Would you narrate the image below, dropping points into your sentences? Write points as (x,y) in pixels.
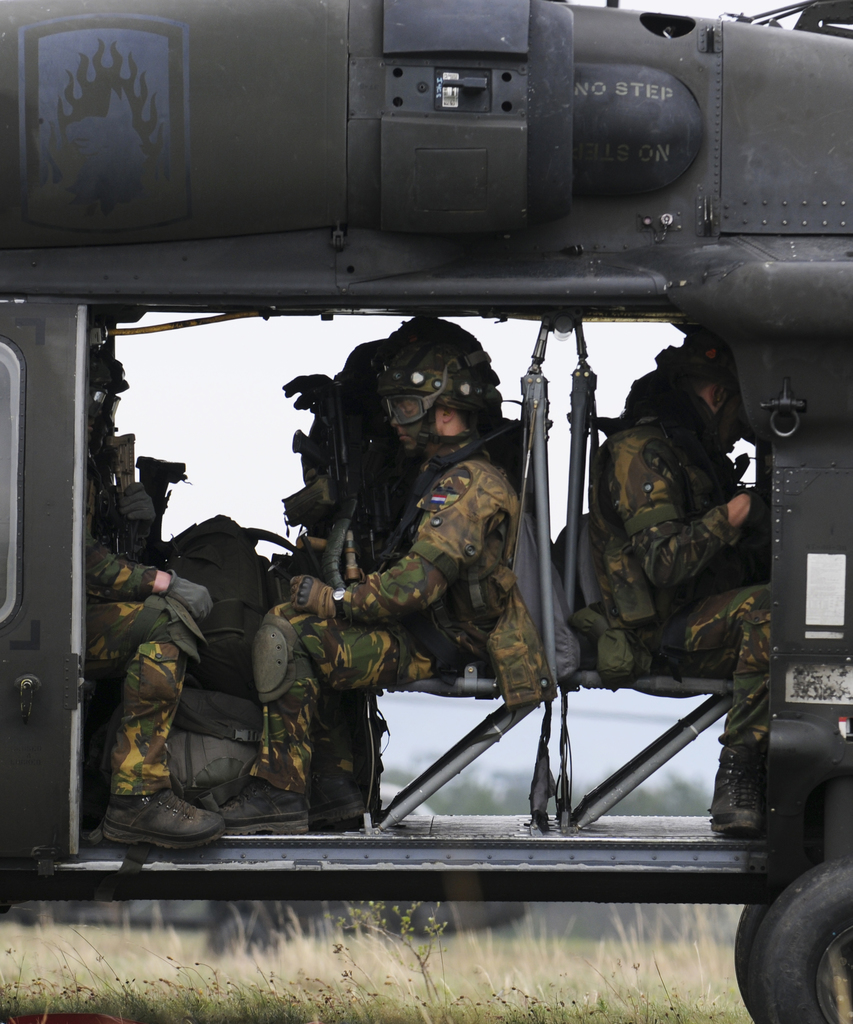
In this image we can see persons (730,597) sitting in the helicopter (795,608). At the bottom of the image (358,961) we can see grass (531,957). In the background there are trees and sky (252,343).
